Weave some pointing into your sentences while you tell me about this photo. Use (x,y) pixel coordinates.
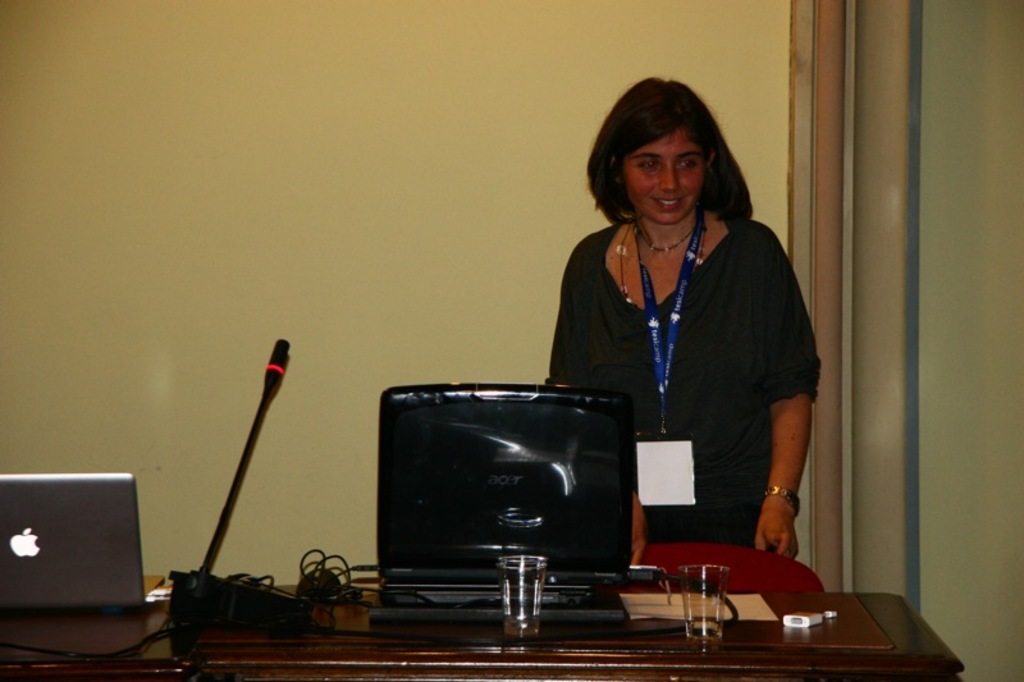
In this image we can see there is a person (732,408) standing and holding a chair (707,551). And in front of her there is a table (522,673), on the table (844,633) there is a laptop (510,551), mic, glass (687,592), wires (731,610) and a few objects (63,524) on it. At the back (451,232) there is a wall (398,226).
